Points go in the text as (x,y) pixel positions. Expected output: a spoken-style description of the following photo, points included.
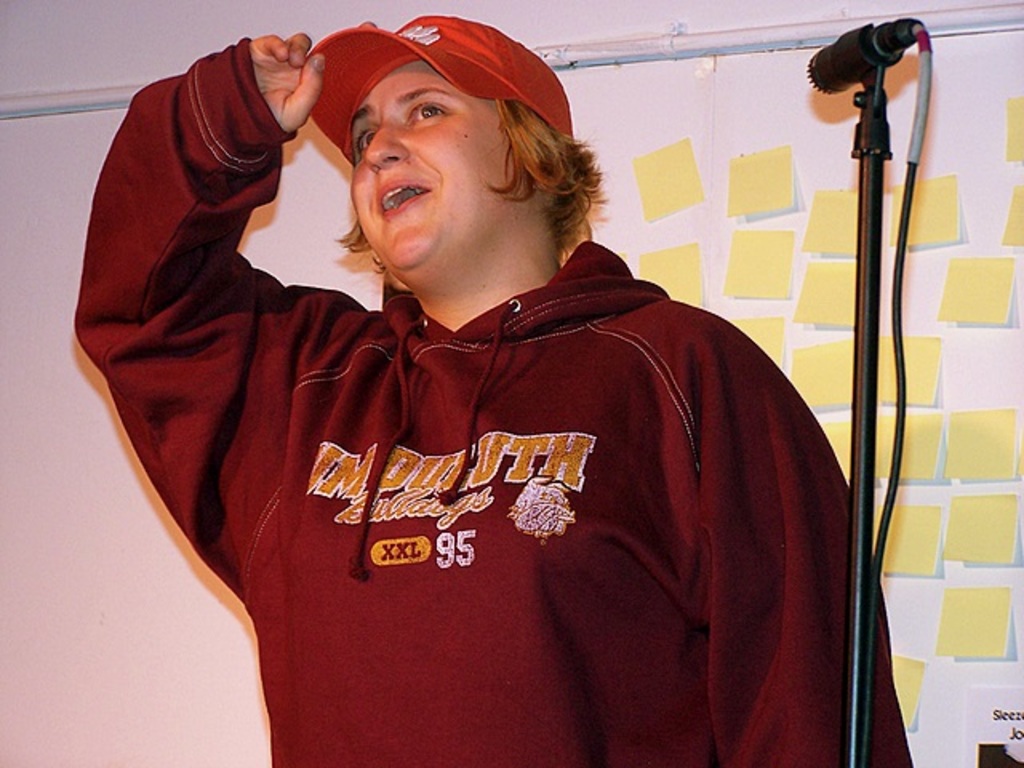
In this image there is a person (527,391) wearing a cap (474,68) is standing near the mike stand (867,554). Behind him there are few papers (999,521) attached to the wall (844,185).
